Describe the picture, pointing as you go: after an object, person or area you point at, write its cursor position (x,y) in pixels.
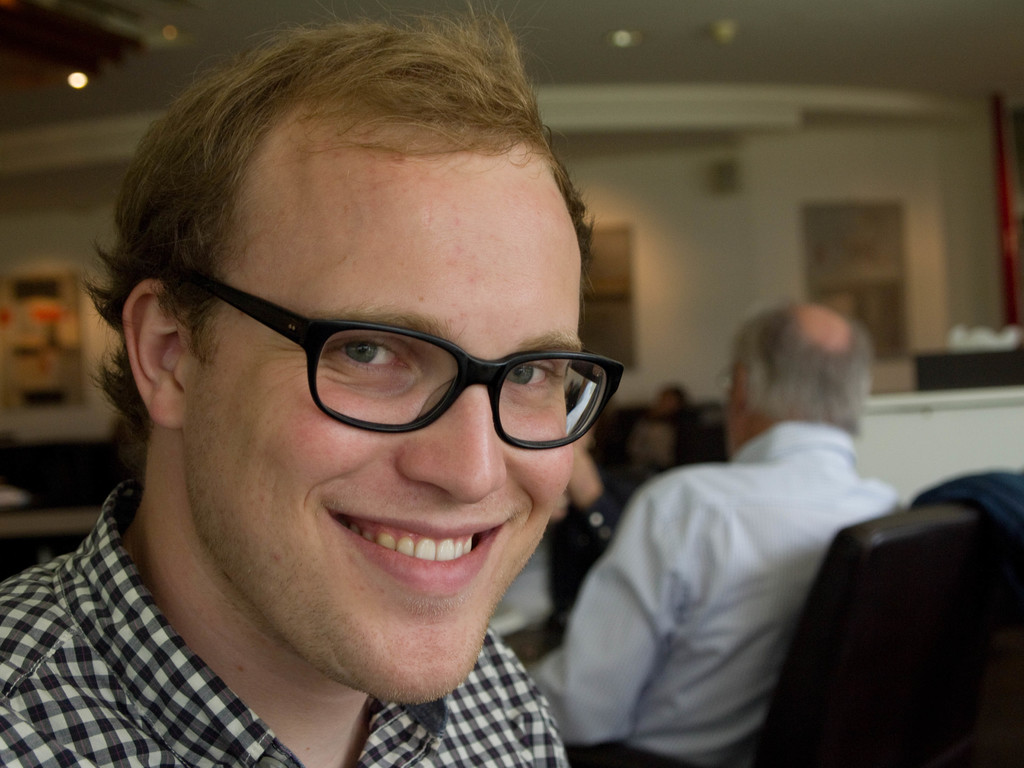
In this image, we can see people (427,368) and one of them is wearing glasses (572,385) and there is a person (775,500) sitting on the chair (927,564). In the background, there are lights (86,75) and we can see some stands (914,432).
